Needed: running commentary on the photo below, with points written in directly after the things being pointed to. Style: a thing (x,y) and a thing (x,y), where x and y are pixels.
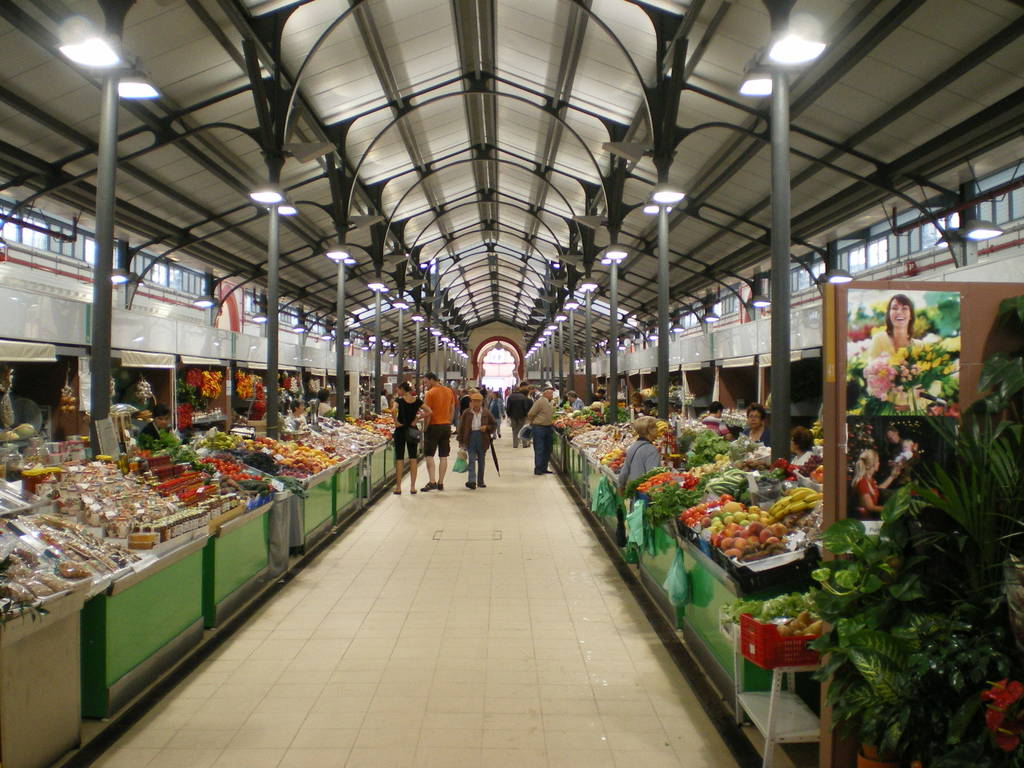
In this image few people (441,426) are on the floor (443,619). On both sides of the image there are few tables (692,550) having few fruits (744,533), vegetables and few objects (12,468) on it. Few people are standing behind the tables (389,448). Right side (959,644) there are few plants (909,544). Behind there is a board (865,379) attached to the pole (829,442). On the board (906,345) there is a picture (906,345) having an image of a person (899,309) and few plants (883,326). Top of the image (131,91) few lights (128,85) are attached to the roof (295,240).
